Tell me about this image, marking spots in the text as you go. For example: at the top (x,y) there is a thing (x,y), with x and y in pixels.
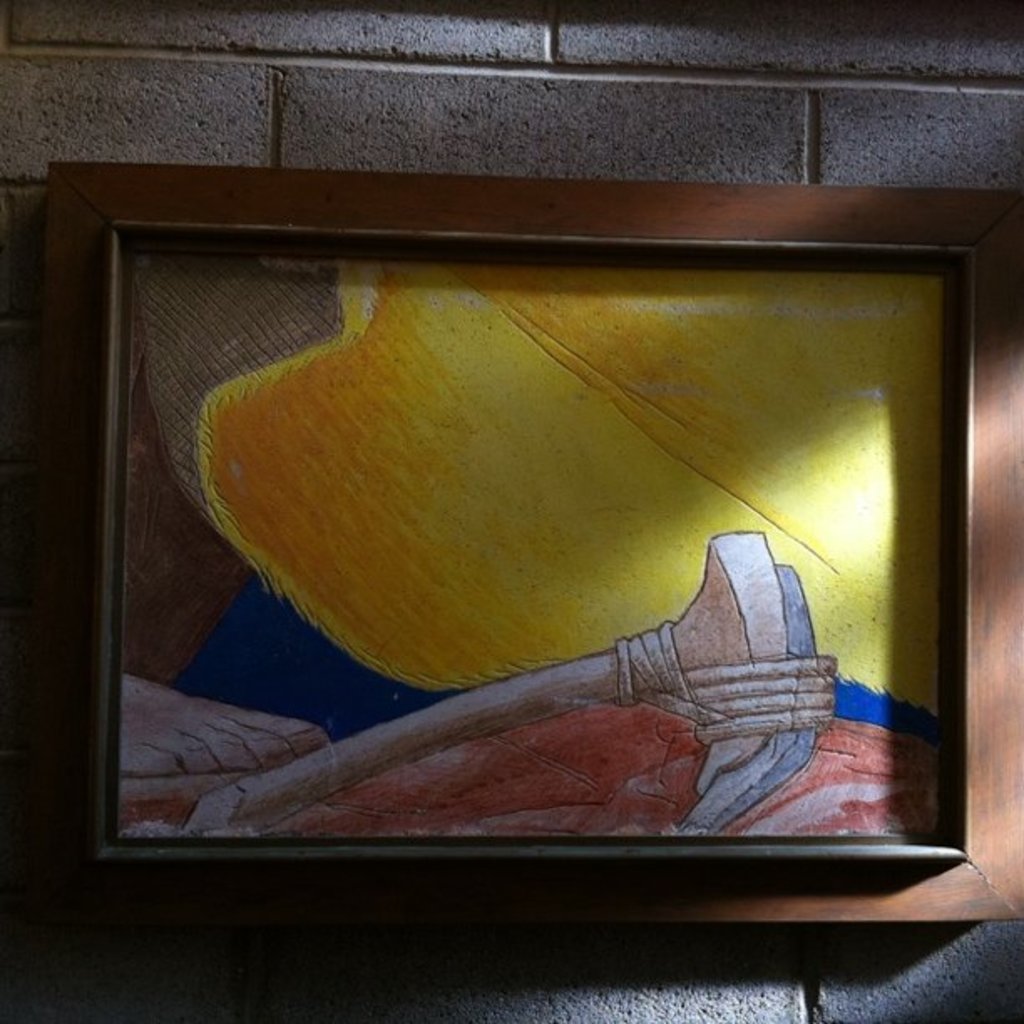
In this picture we can see the colorful drawing photo frame (627,554) hanging on the brick wall (566,1014).
